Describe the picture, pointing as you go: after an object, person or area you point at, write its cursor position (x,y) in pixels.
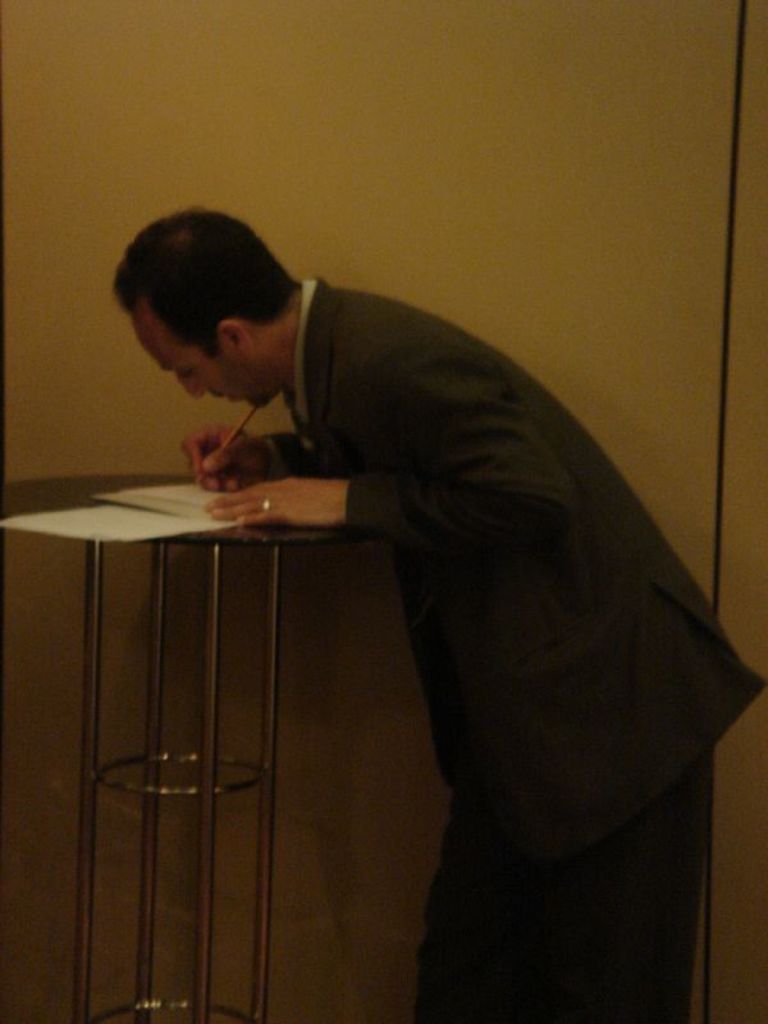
This man (419,401) is holding a pen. On this table (93,484) there are papers (185,533).
